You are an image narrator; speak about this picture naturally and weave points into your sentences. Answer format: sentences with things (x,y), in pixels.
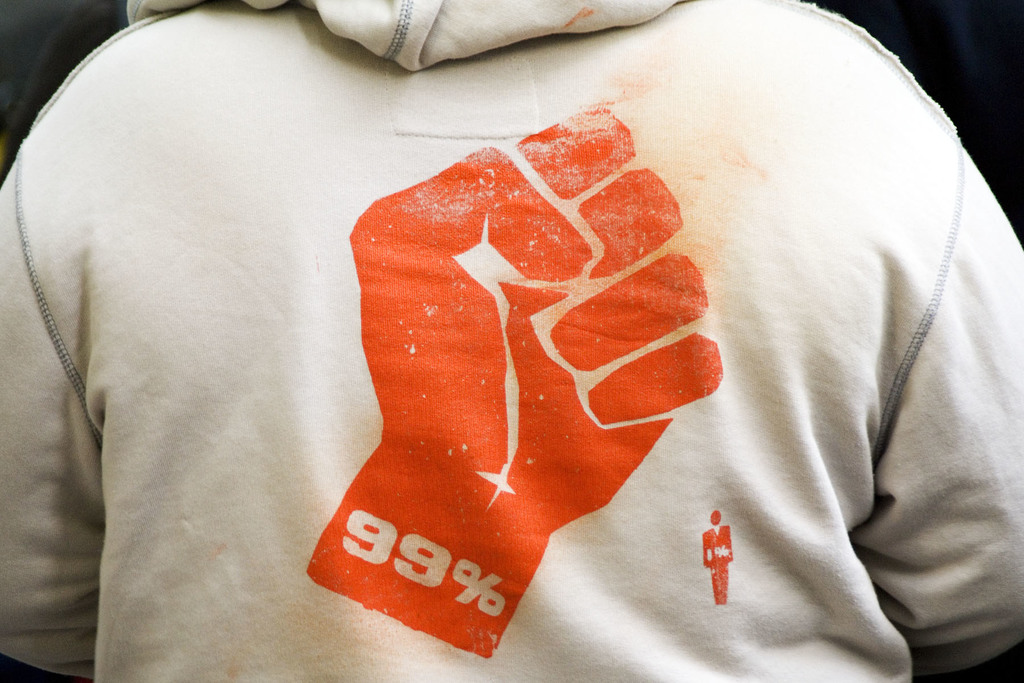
In this image in the foreground (398,346) there is one person (240,368) who is wearing a jacket (524,357), on the jacket (507,346) there is one logo (525,240) and there is a black background (981,65).
